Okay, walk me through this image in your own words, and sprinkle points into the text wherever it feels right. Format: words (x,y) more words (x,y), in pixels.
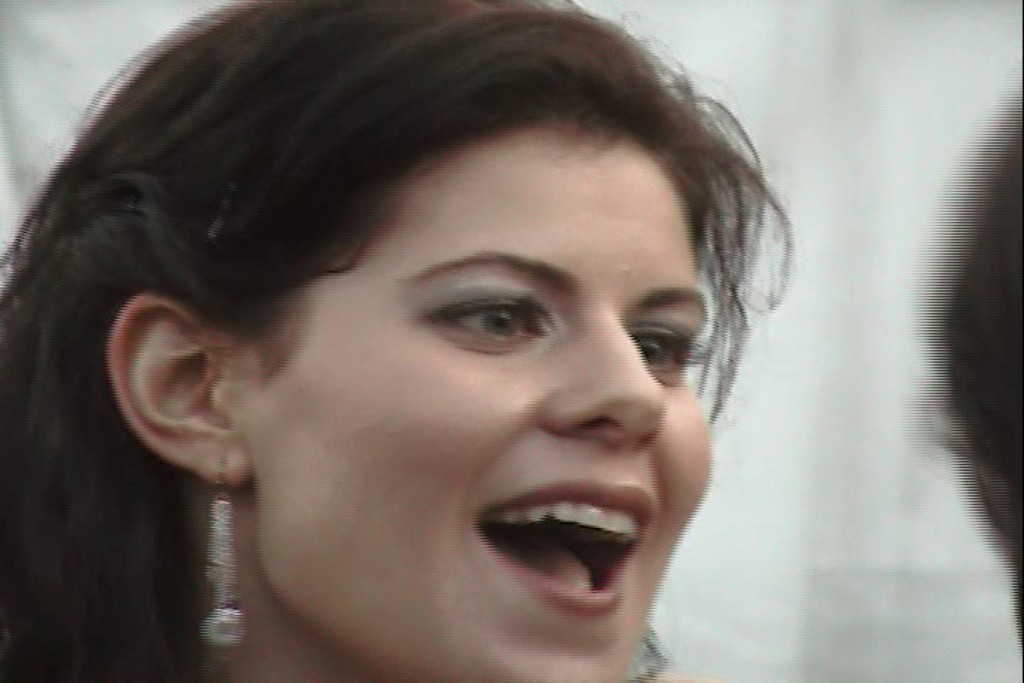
In this image I can see a woman (413,364) is smiling by looking at the right side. On the right side (977,397), I can see a person's head (988,338). The background (766,58) is blurred.
